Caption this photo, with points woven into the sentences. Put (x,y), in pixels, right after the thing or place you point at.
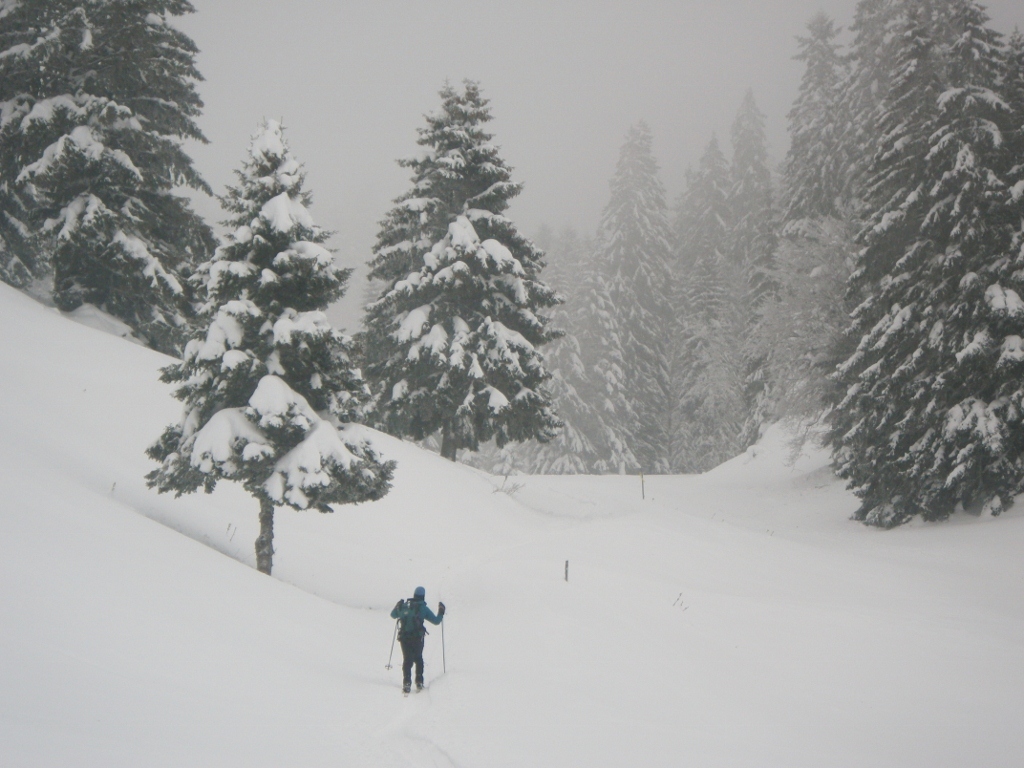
In this image we can see a person (433,616) holding sticks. There are trees (48,90). And also there is snow (673,716).
